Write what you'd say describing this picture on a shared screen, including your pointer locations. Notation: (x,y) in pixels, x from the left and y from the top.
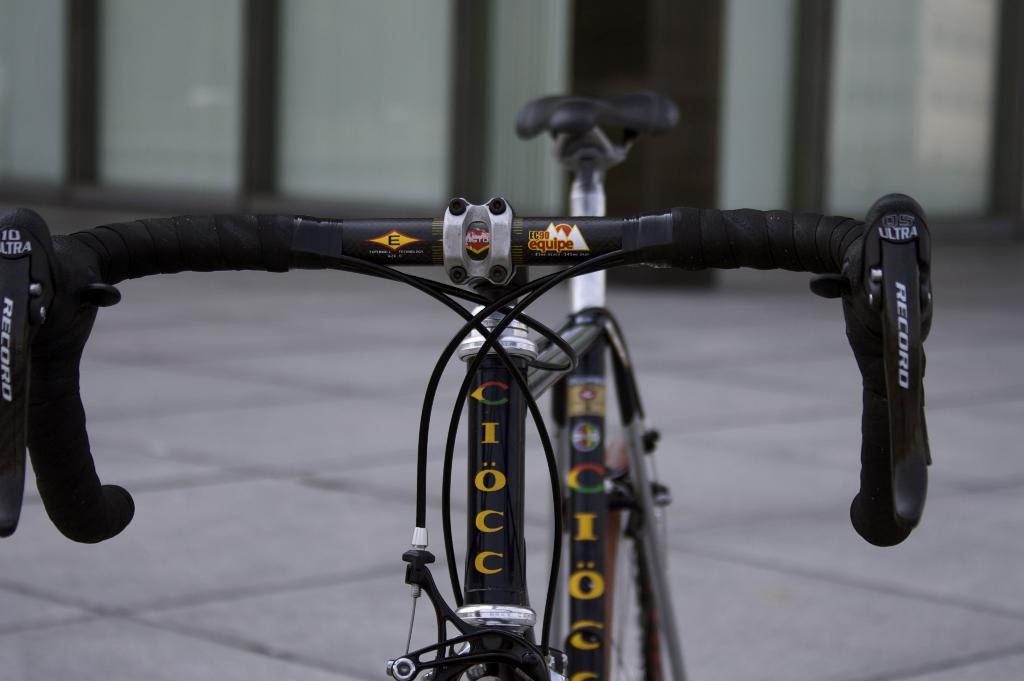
There is one bicycle (599,426) in the middle of this image (546,367) and there is a wall (494,103) in the background (428,99).
